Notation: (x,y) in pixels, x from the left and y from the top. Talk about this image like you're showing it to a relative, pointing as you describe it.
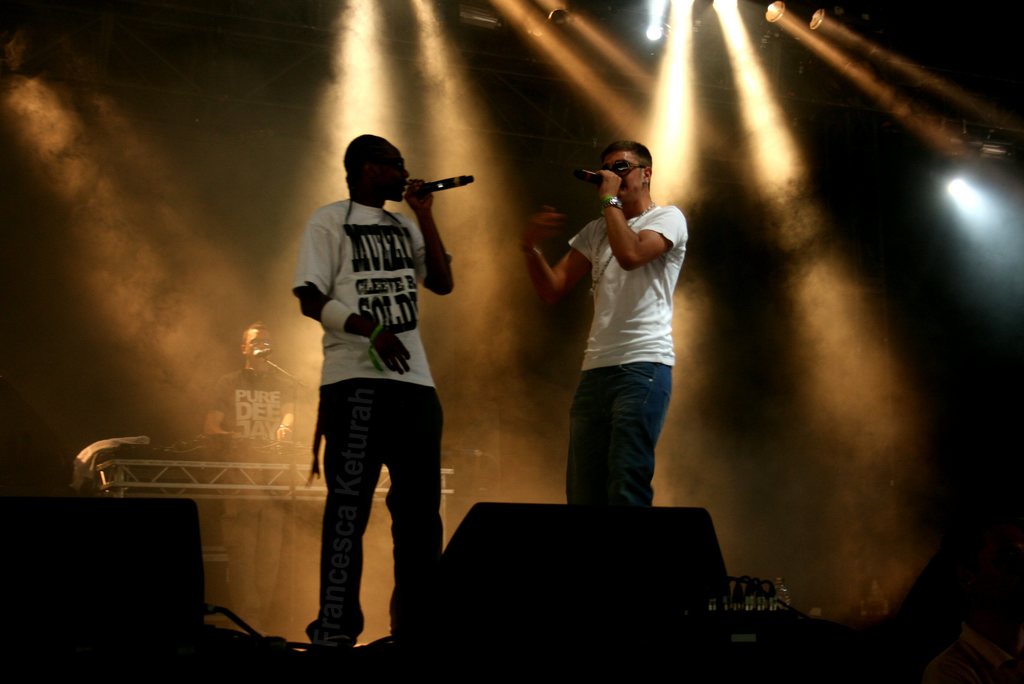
In this image we can see this two persons (316,461) are standing on stage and singing through the mic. In the background (248,434) we can see a person (221,425) playing musical instrument (218,443) and show lights (674,47).
